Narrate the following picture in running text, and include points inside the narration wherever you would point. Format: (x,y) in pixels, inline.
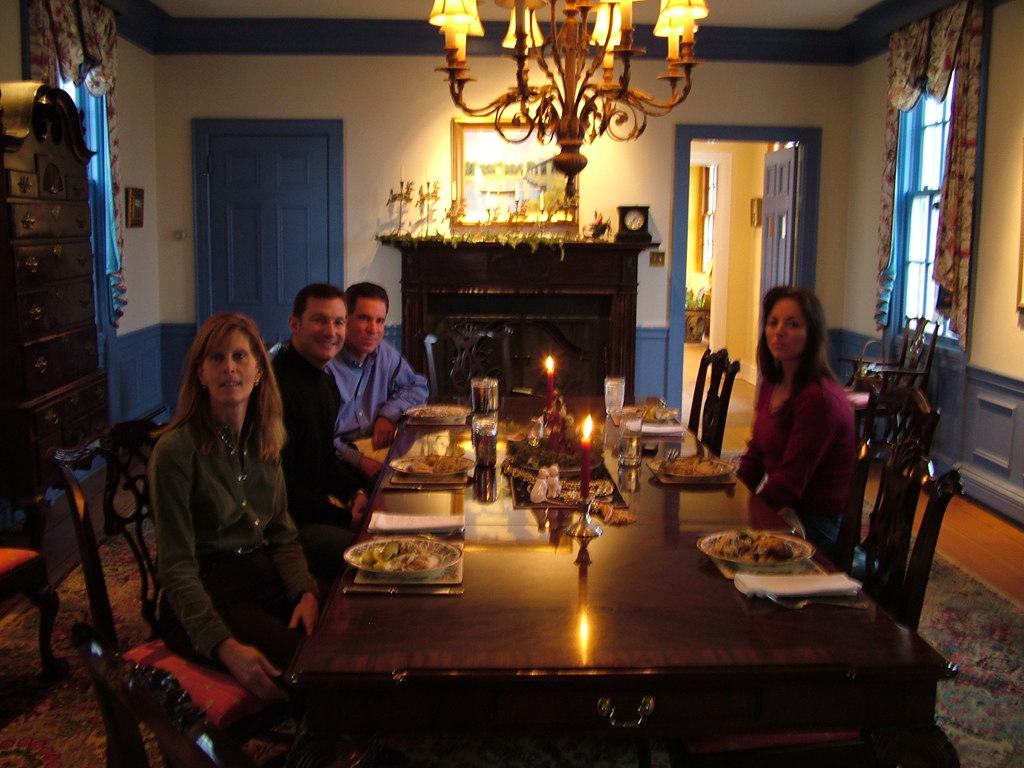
In this image i can see two man (346,363) and two women (249,491) sitting on a chair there are few candles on table (591,602) at the back ground (670,244) i can see a wall (642,180), a door (769,188), at the top (584,40) i can see chandelier (569,41).
